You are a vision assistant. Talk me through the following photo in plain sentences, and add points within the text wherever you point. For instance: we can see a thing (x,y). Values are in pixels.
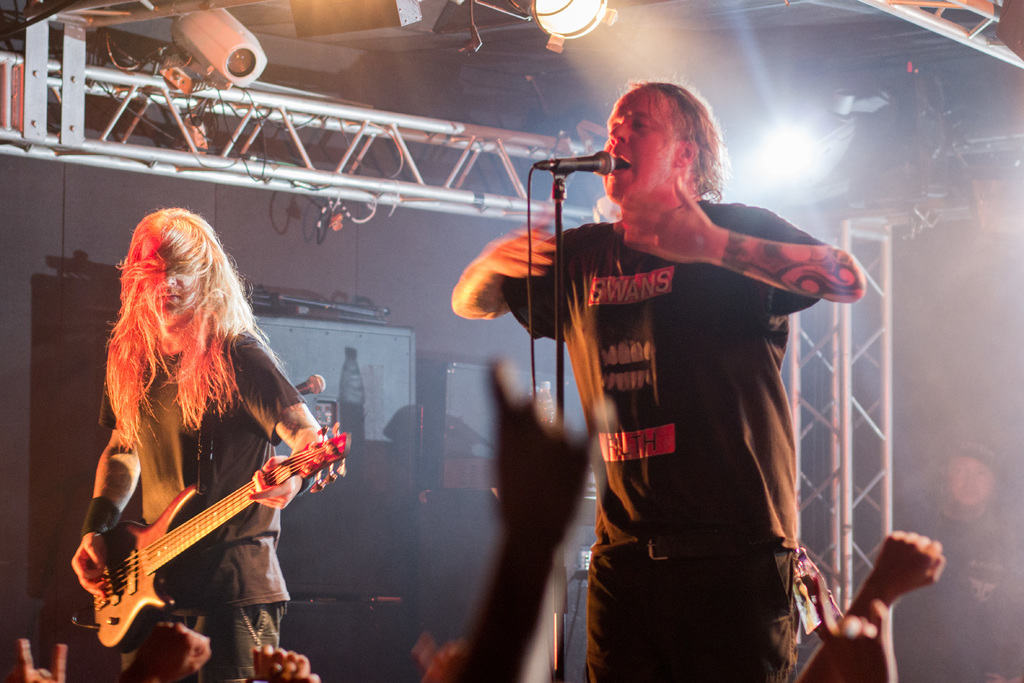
In this picture we can see two persons (655,409) are standing. He is playing guitar (166,503) and he is singing on the mike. On the background (434,308) we can see the wall (546,365) and this is light (568,39).
